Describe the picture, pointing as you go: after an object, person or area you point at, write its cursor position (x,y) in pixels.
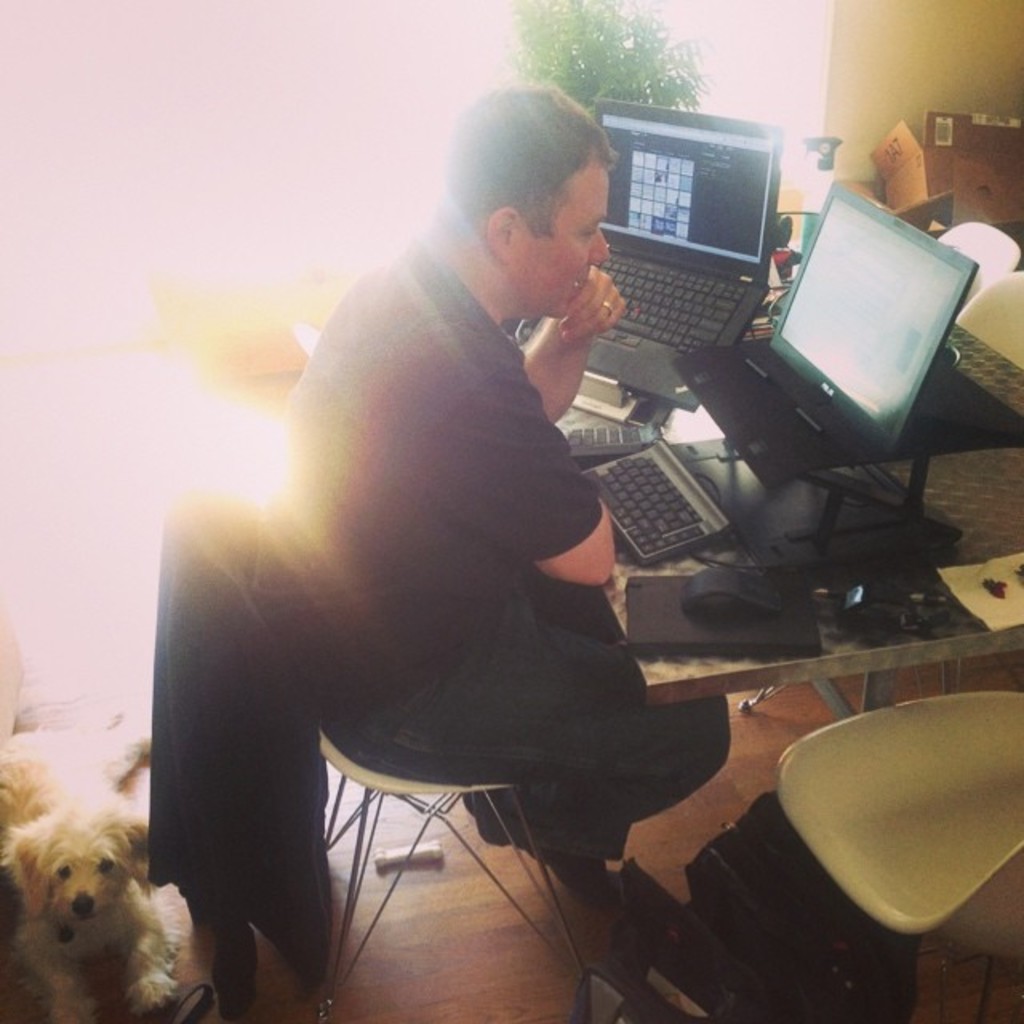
In this image i can see a man (393,459) watching the laptop (814,421) sitting on the chair (374,775). There are two laptop (719,208) in front of the man (401,699) there is another chair (894,794) beside the laptop (860,392). At the back of the chair (254,631) there is a dog (110,854) sitting on the floor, i can also see a cardboard (928,153) back of the laptop (853,381), there is a small plant (591,58) beside the laptop (644,174).
